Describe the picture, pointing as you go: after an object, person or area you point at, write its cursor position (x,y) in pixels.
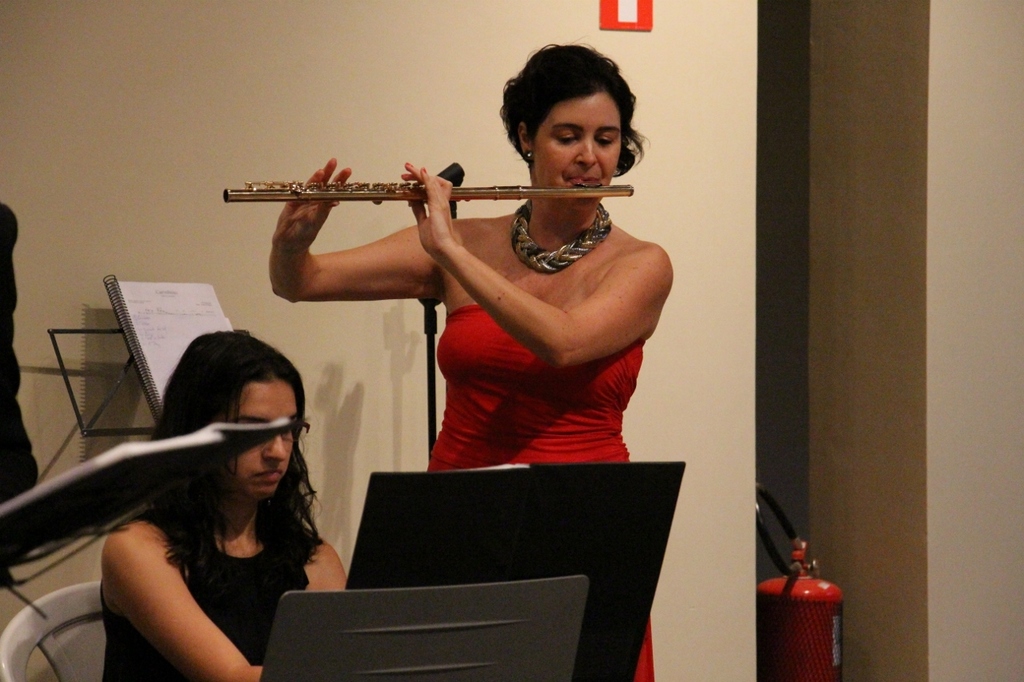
In this image there is a person (601,218) holding the flute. Beside her there is another person (227,386) sitting on the chair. In front of her there are some objects (588,560). Behind her there is a book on the stand (100,435). There is a person (2,426) standing in front of the book stand (80,434). In the background of the image (253,266) there is a wall (398,213). There is a fire extinguisher (815,642).
